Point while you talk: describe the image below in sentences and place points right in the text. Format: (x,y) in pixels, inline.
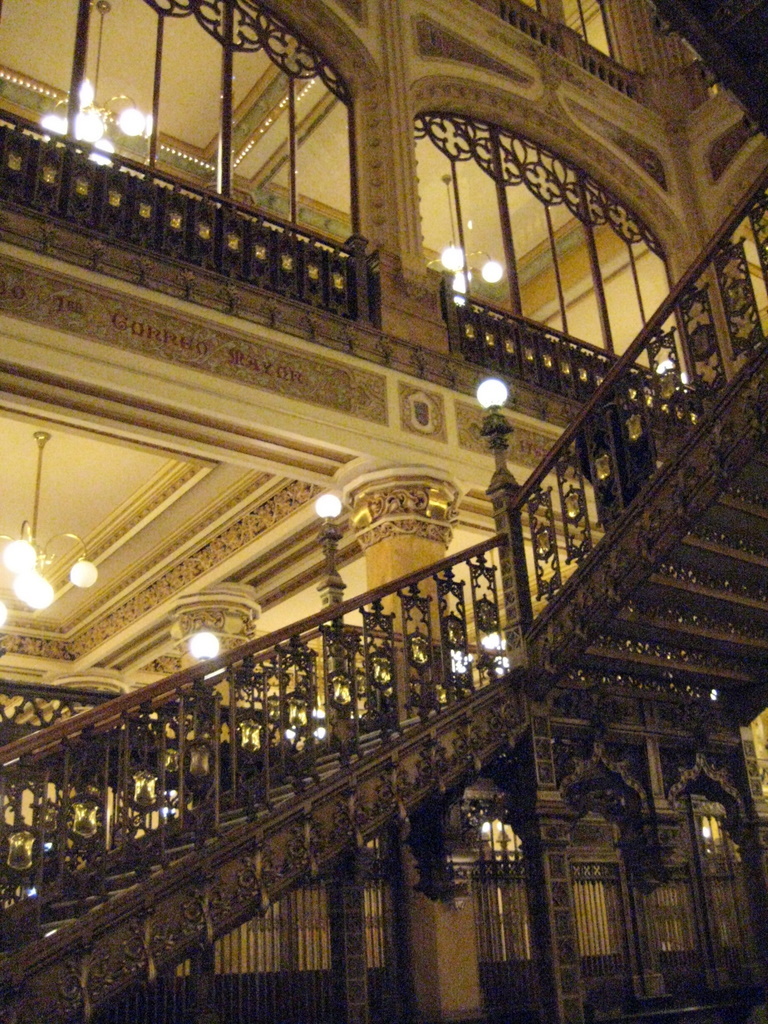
This is a picture of the inside of the building (477,648), in this picture in the center (491,663) there are some stairs (534,699) and in the background (62,516) there are chandeliers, ceiling (74,524) and pillars (406,507) and in the center (449,655) there is a railing (503,359).
